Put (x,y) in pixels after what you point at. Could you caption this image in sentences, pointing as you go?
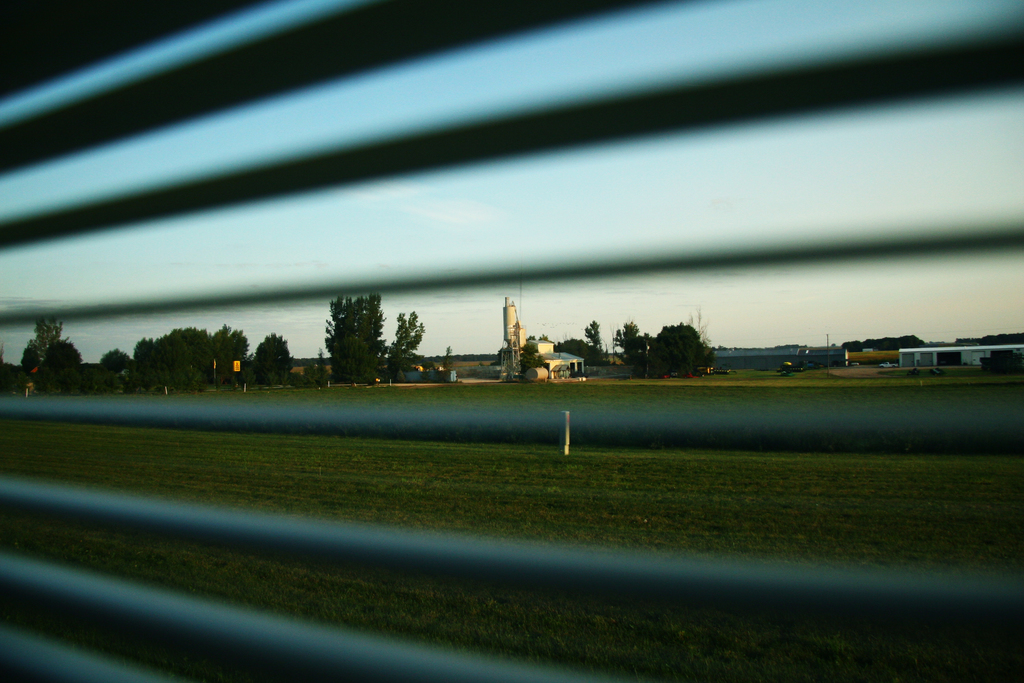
This picture is taken from the building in which I can see the window (300,538), some grass (547,387), few trees (163,378), few buildings (943,350) and the sky (669,229) in the background (759,198).
